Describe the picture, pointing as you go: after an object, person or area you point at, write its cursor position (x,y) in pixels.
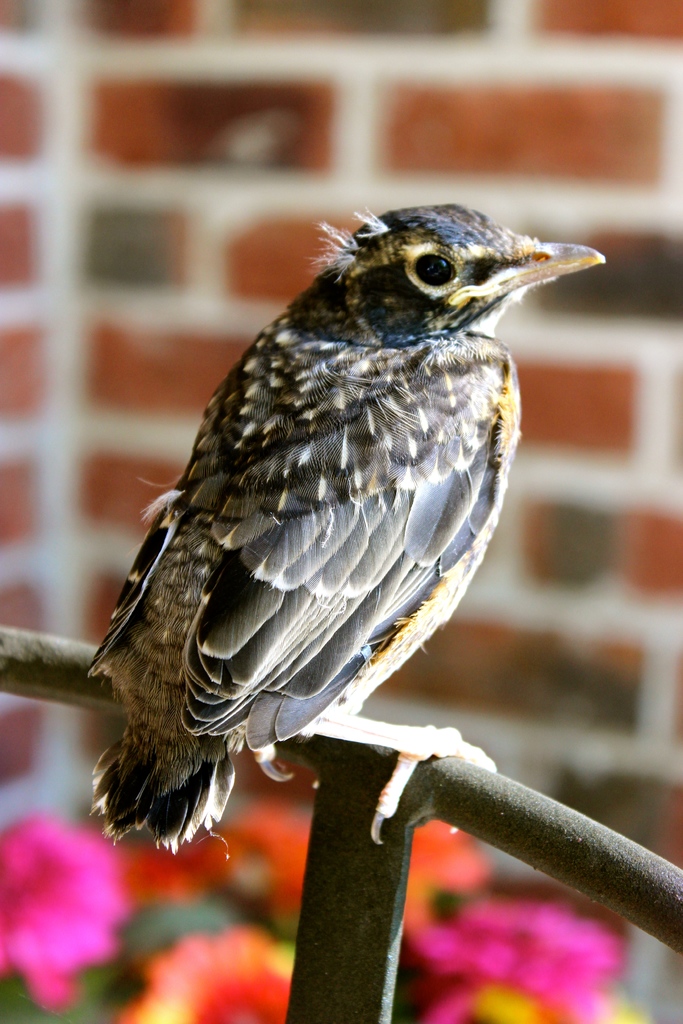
In this image, we can see a bird (433,319) on the rod (446,808). In the background (74,627), image is blurred.
